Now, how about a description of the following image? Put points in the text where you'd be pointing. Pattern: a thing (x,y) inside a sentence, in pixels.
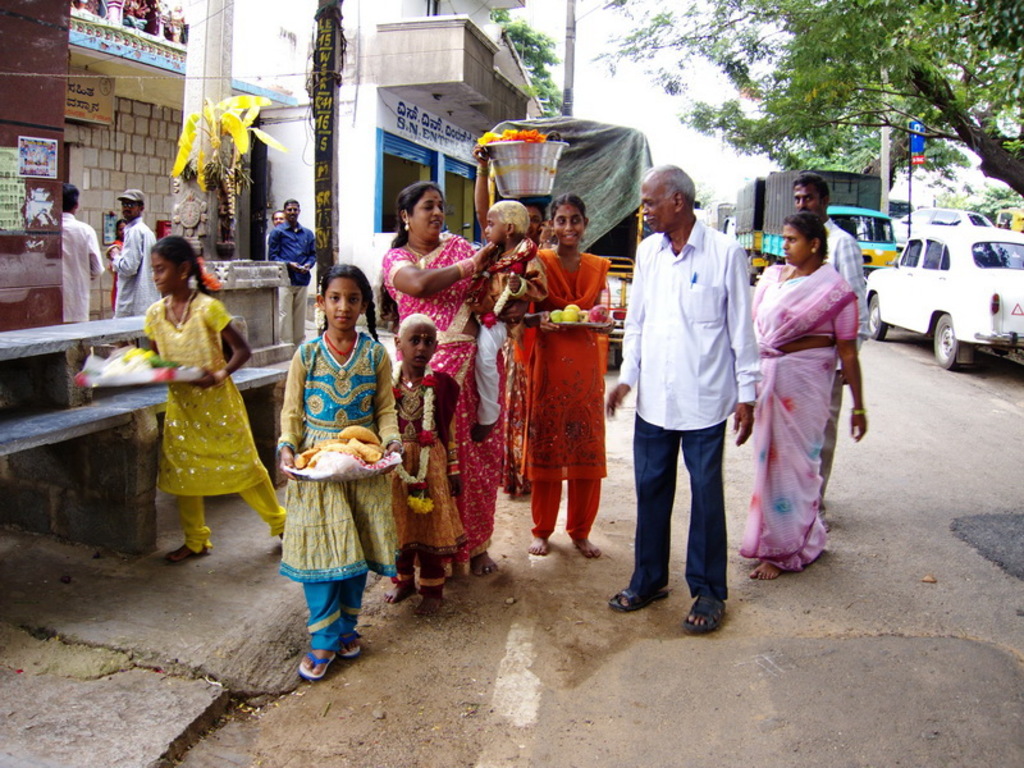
In this image I can see number of people (190,247) are standing. I can also see few buildings (313,209), few trees (725,104), few trucks (825,176) and few cars (915,229). I can also see few boards (16,188) and on these boards (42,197) I can see something is written.
